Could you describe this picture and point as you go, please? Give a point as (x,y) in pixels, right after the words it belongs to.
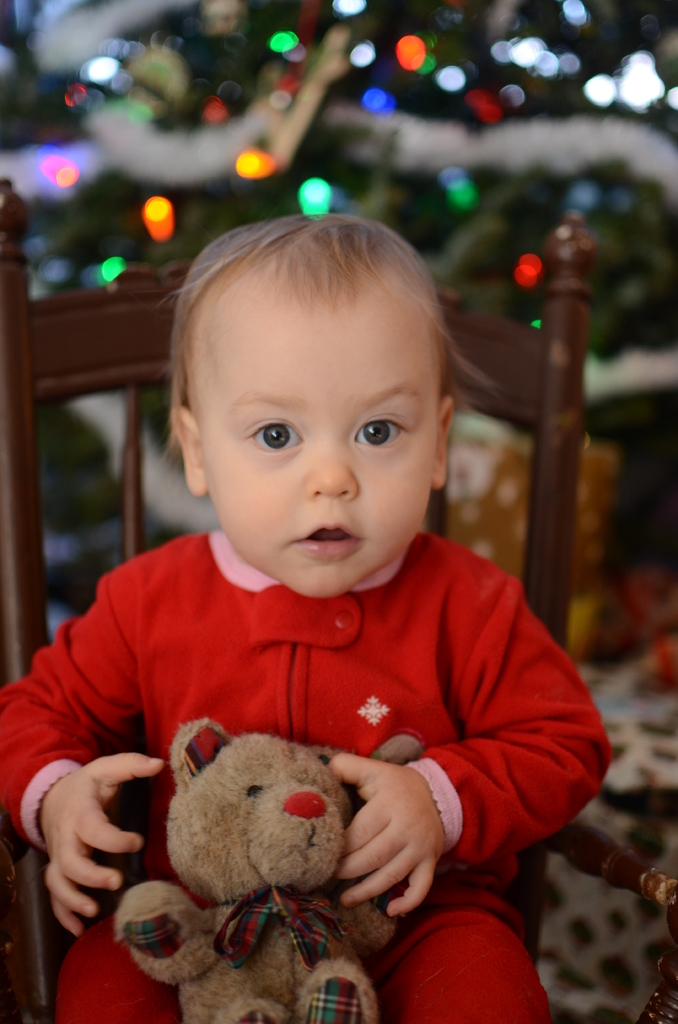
In this image we can see a person (250,598) sitting on a chair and the person (123,626) is holding a toy (264,851). Behind the person (317,332) we can see few lights (332,197). The background of the image (535,155) is blurred.
